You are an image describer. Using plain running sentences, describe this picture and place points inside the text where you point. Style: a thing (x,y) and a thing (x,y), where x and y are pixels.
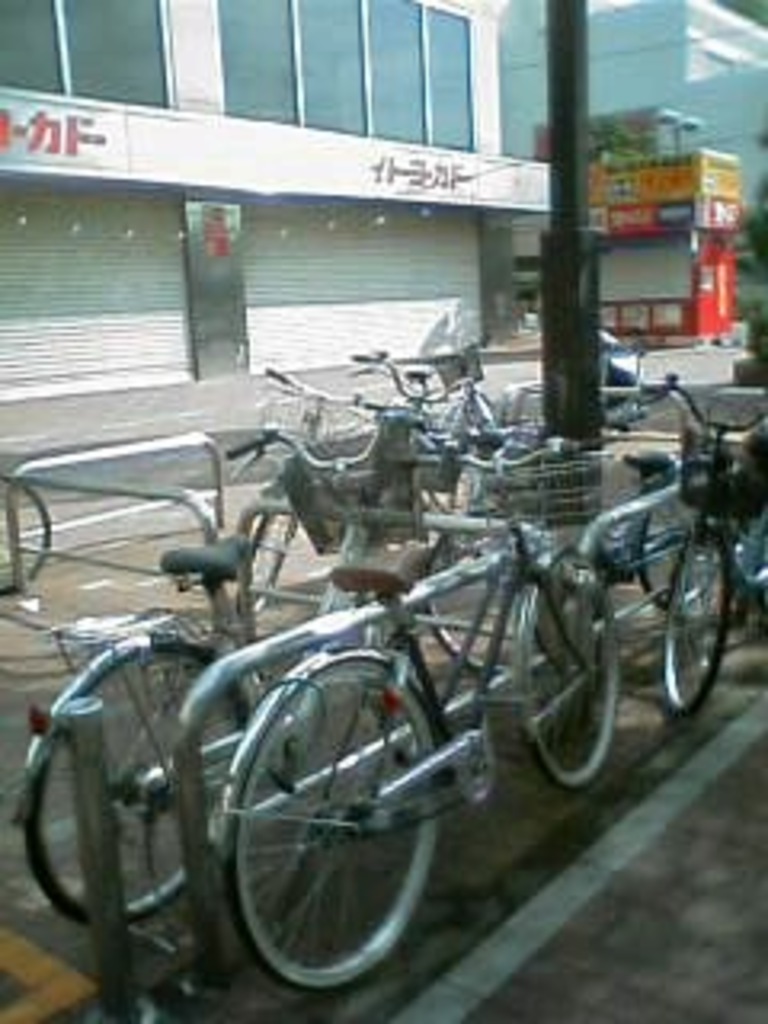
In this image at the bottom (244,692) there are some cycles (338,790) and one pole (585,281). In the background (623,303) there are some buildings (300,251), shutters (165,317) and at the bottom (490,945) there is a road (623,815).
